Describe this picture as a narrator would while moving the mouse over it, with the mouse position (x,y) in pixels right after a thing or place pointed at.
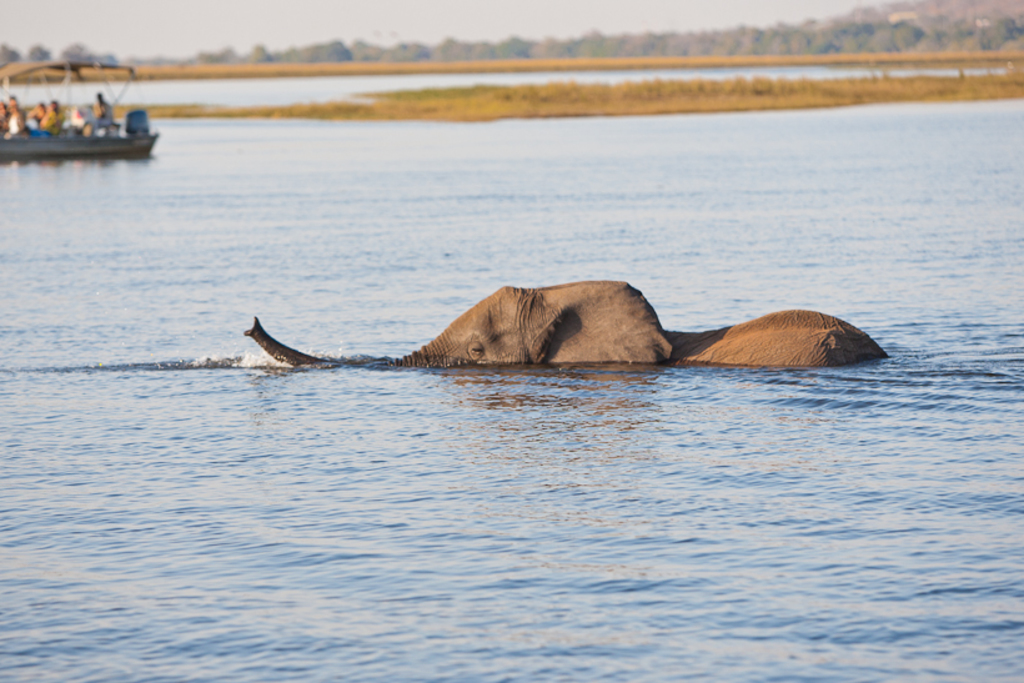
In this image I can see an elephant (604,301) swimming in the water (556,401). There is a boat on the water (22,223). In the background (57,76) I can see few plants (586,103) and trees (831,42).
